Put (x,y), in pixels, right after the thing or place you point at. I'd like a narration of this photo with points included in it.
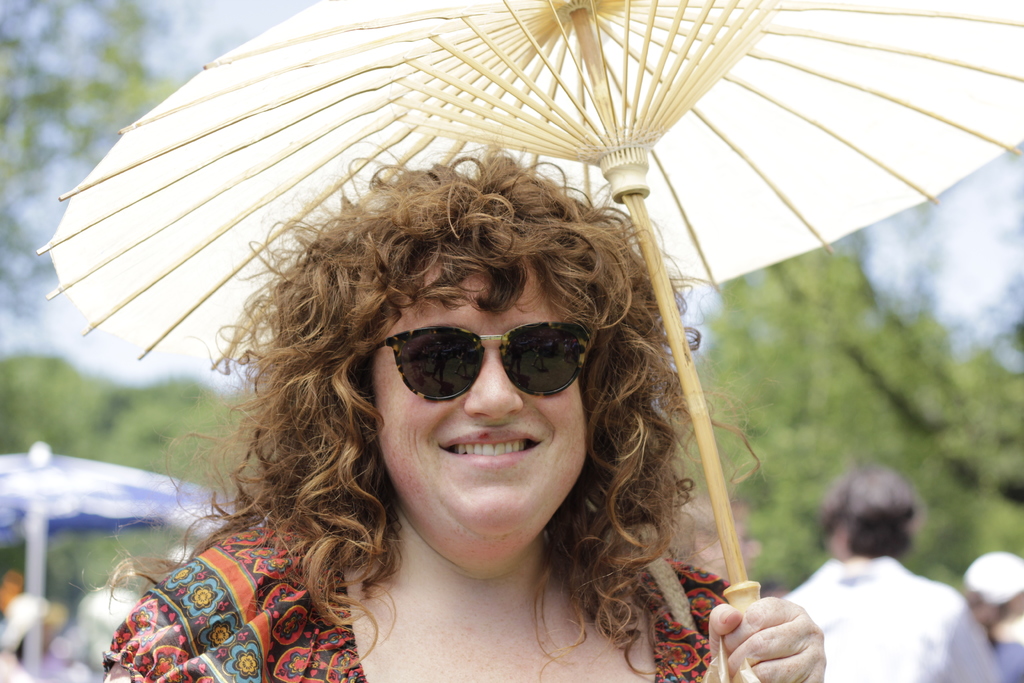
In this picture I can see few people (623,597) standing and I can see a woman (519,412) holding an umbrella (687,350) and she is wearing sunglasses (408,382), I can see another umbrella (120,503) and few trees (756,473) in the back (67,174) and I can see cloudy sky (961,262).
